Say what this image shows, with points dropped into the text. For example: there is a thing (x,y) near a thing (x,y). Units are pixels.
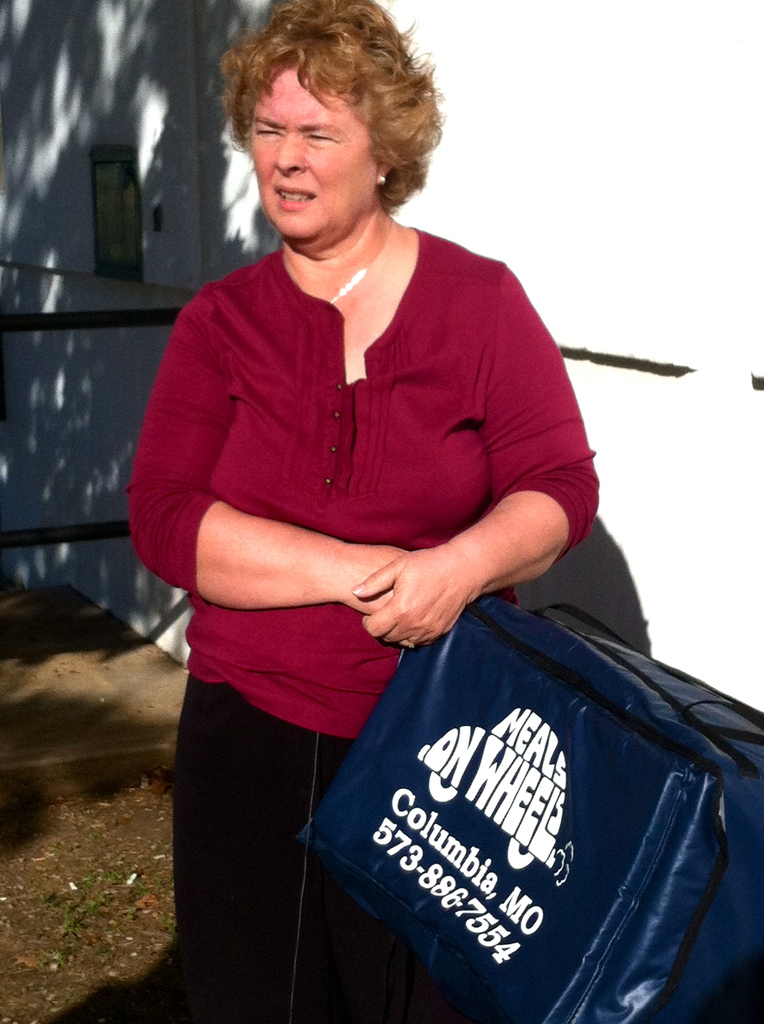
In this picture I can see a woman (382,543) holding bag (635,809), behind we can see the wall (202,122).
